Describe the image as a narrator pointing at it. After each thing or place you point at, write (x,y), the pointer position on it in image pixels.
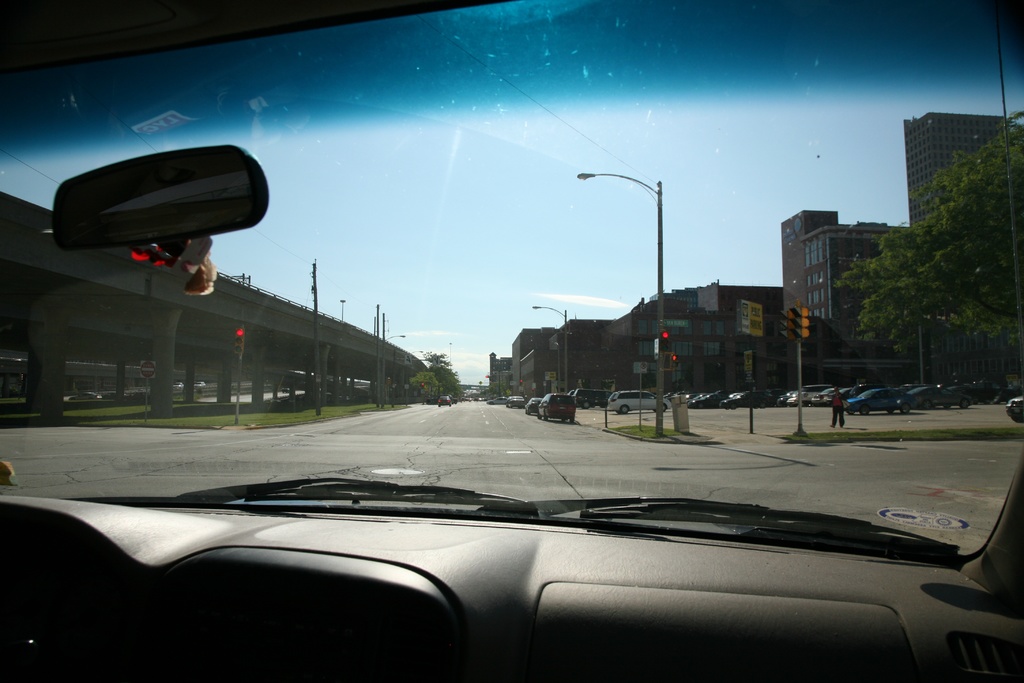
This picture is taken from the vehicles (453,534). From the vehicle (318,543) a bridge (182,348), few poles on grass land (358,406), few vehicles (630,408) on road (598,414), few traffic lights (792,320) and street lights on the pavement (825,424) are visible. There is a person (832,411) standing on the pavement (847,418). There are few cars (802,404) are on the road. Right side (961,236) there are few trees (919,251). Behind there are few buildings (1009,343). Top of image (480,212) there is sky (442,234).
